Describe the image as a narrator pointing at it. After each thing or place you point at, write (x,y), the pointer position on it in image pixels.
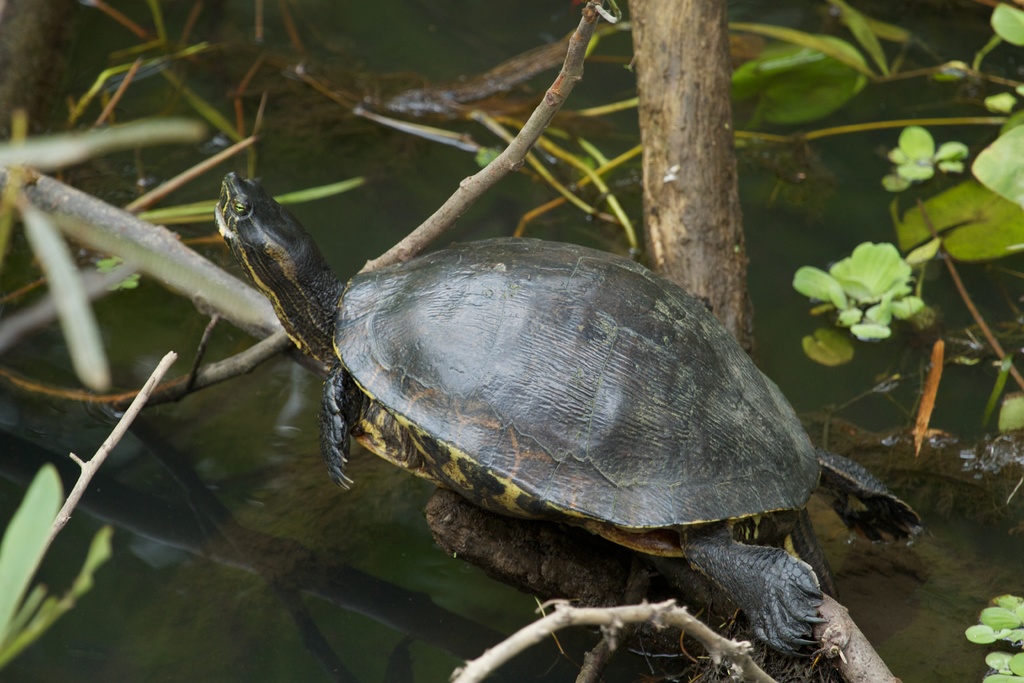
In this image I can see a turtle (532,318) which is black and yellow in color on the branch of the tree (691,14) and in the background (503,31) I can see the water (342,66) and few plants (891,260).
